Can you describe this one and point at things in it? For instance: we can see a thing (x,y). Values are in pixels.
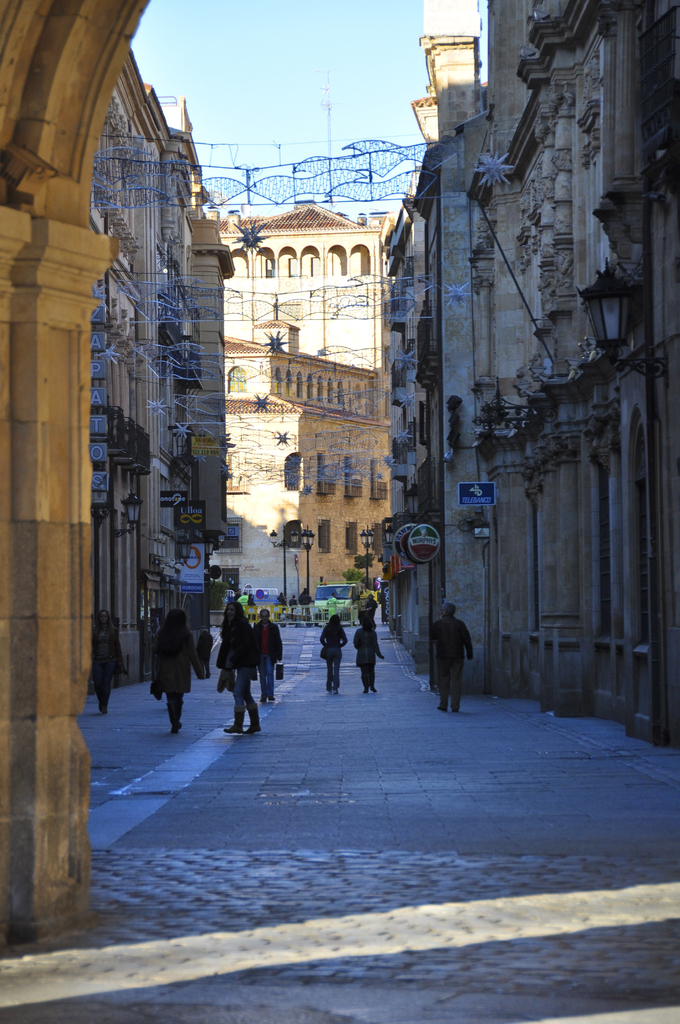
In the given picture there is a road (268,726). On this road (215,783) there are some people (241,665) walking. On either side of this road (225,737) there are buildings (539,297) located. In the background (308,536) there are some street light poles (308,545). And there is another building (294,408). Above the building (291,284) there is a sky (253,81).
